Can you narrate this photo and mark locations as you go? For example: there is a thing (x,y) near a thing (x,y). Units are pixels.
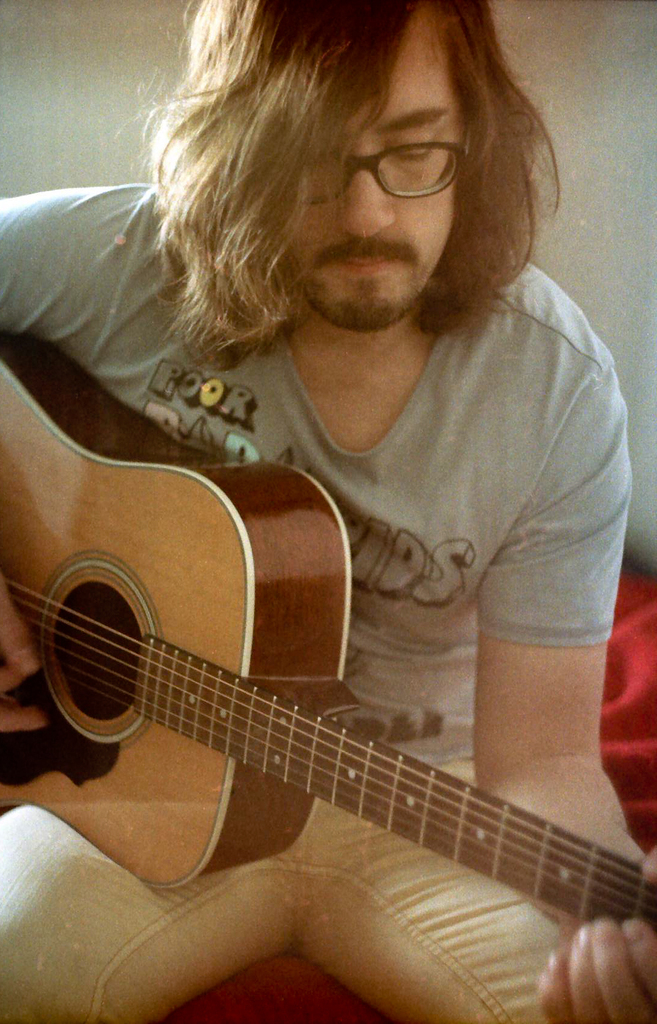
In this image we can see a person (3,325) is playing a guitar (98,768).
